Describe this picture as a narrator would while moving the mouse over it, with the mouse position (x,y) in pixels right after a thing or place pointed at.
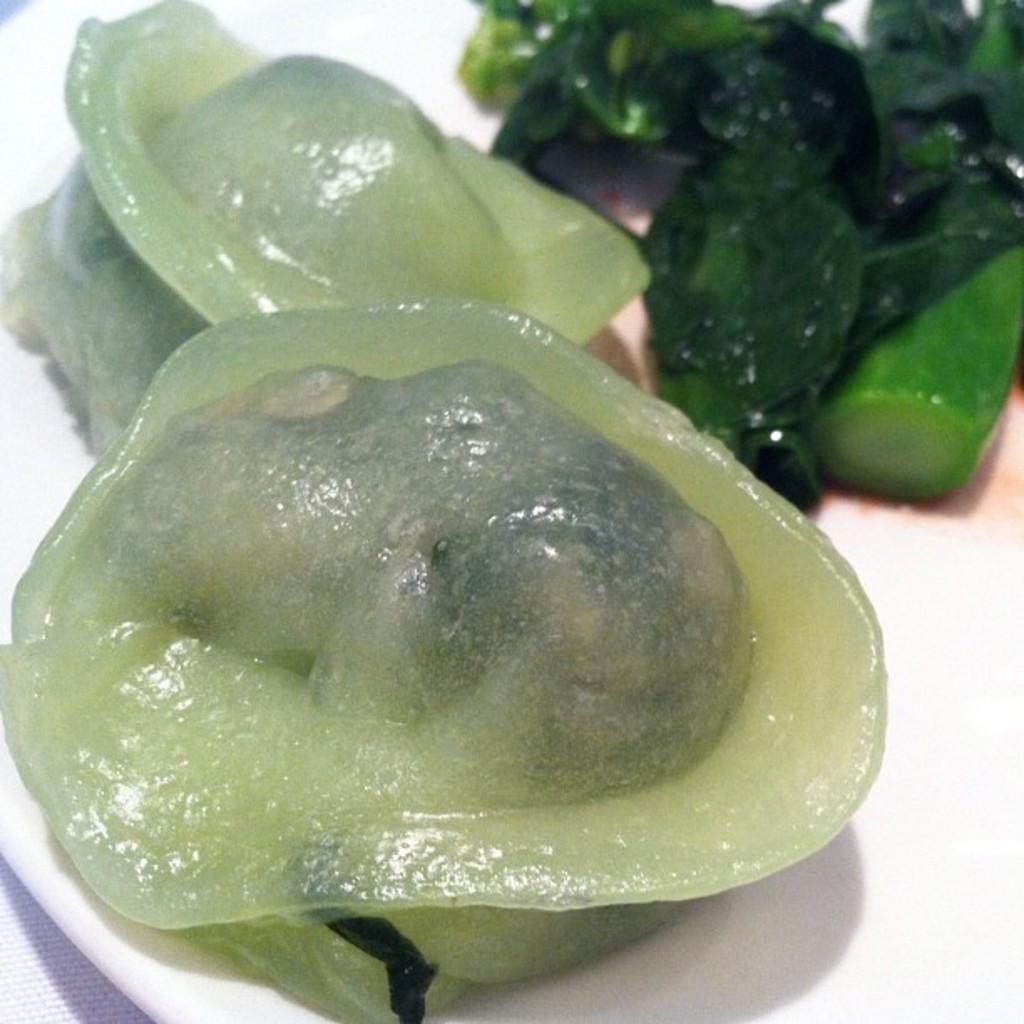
In this image I can see dumplings (506,494) and vegetables (779,480) in a plate (979,542) may be kept on the table (74,982). This image is taken may be in a room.
